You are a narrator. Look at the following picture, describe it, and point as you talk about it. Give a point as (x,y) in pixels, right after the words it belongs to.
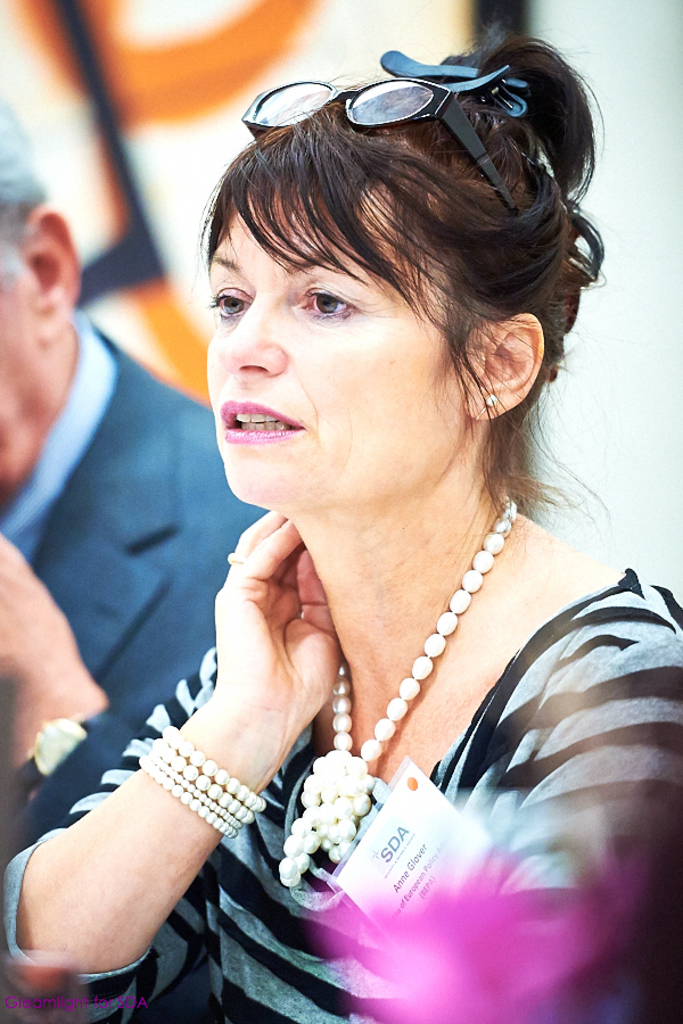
In this image I can see a woman (365,693) sitting and watching towards the left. She is wearing pearl accessories (344,768) and a tag (389,830) with some text (403,852).
